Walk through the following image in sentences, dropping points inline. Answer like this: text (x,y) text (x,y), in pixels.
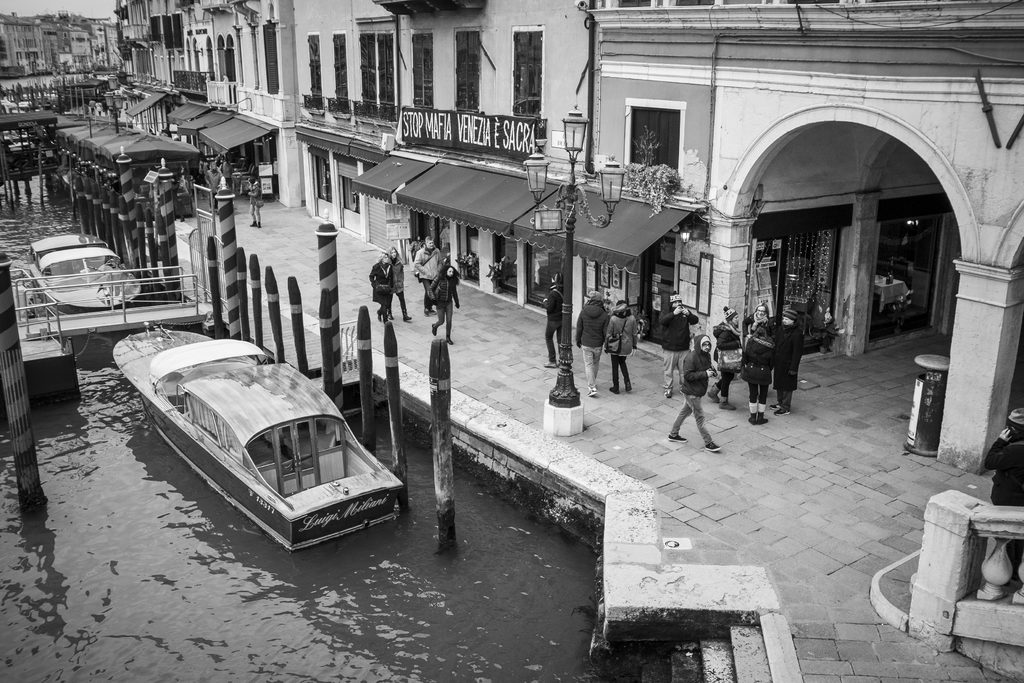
In this picture I can observe a canal (151,527). There are two boats (177,419) floating on the water (148,451). I can observe wooden poles (301,351) beside the boats (59,260). There are some people (450,297) walking on the land (460,310). I can observe buildings (484,87). This is a black and white image.
